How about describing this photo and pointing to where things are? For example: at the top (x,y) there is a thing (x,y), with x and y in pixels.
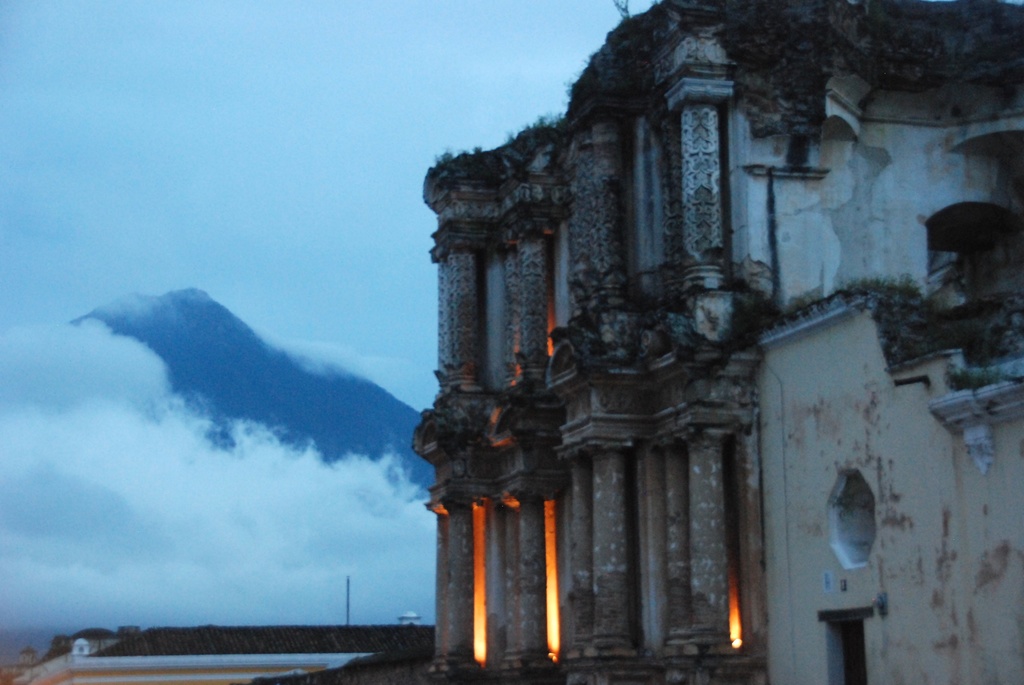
In this image we can see a building (566,341). In the background (224,341) there is a hill (177,364), clouds (205,447) and sky (230,171).
